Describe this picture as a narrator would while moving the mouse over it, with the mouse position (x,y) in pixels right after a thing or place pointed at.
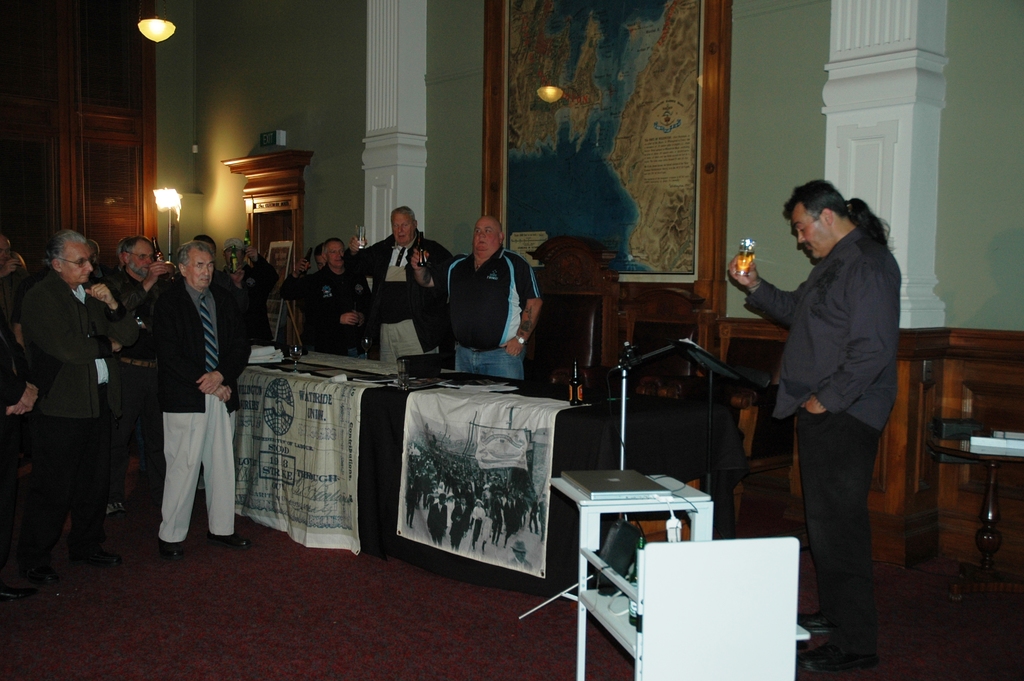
This is a picture taken in a room (458,361), there are group of people (407,302) are standing. In front (584,439) the people (383,293) there is a table (391,405), table (387,424) is covered with black cloth (575,449) and there is a banners (446,448) on the tables (456,432) and bottle (575,385). Background of this people (232,333) is a wall (300,84), on the wall (429,112) there is a photo frame (592,93), in the frame (588,103) is a map (586,91).
